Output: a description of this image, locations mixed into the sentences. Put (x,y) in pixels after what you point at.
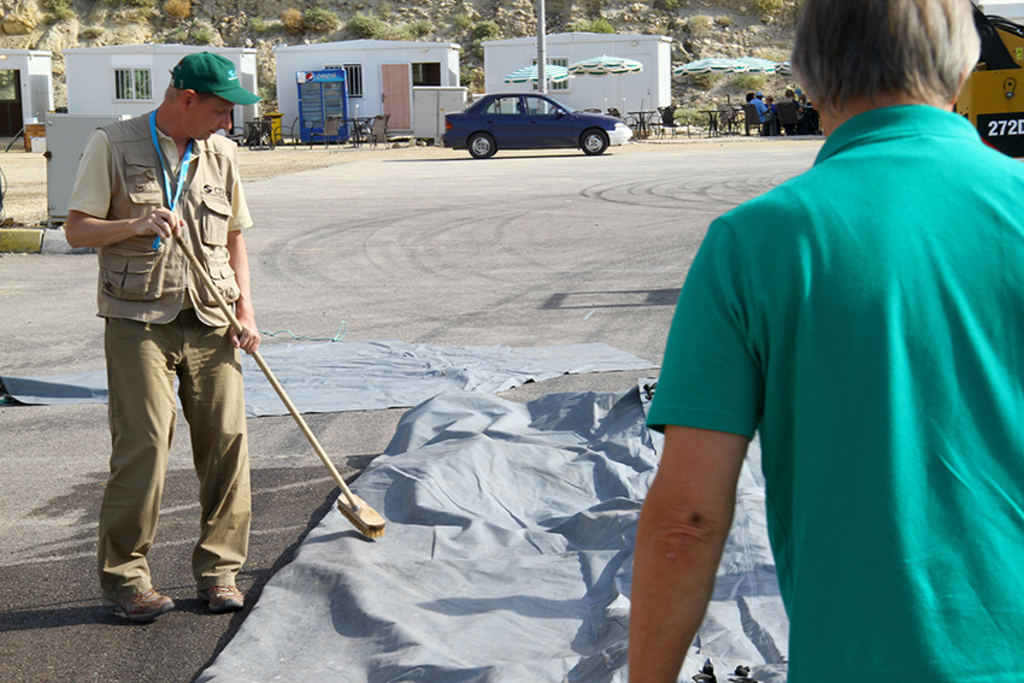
In this picture there is a man (203,520) who is wearing cap (229,77), jacket (204,154), shirt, trouser (149,486) and shoe (144,615). He is holding a wiper (263,367). He is standing near to the plastic covers (516,570). On the right (844,600) there is another man (814,414) who is wearing green t-shirt (889,211). In the back (511,140) there is a car (547,98) which is parked near to the pole (538,39). Beside that we can see the group of persons (764,110) were sitting on the chair (749,106) near to the table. In the background (412,112) we can see house (397,64), doors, windows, fridge (305,118), table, chairs (665,124), umbrella (606,70) and grass (678,109). At the top (646,1) there is a mountain (528,29).
